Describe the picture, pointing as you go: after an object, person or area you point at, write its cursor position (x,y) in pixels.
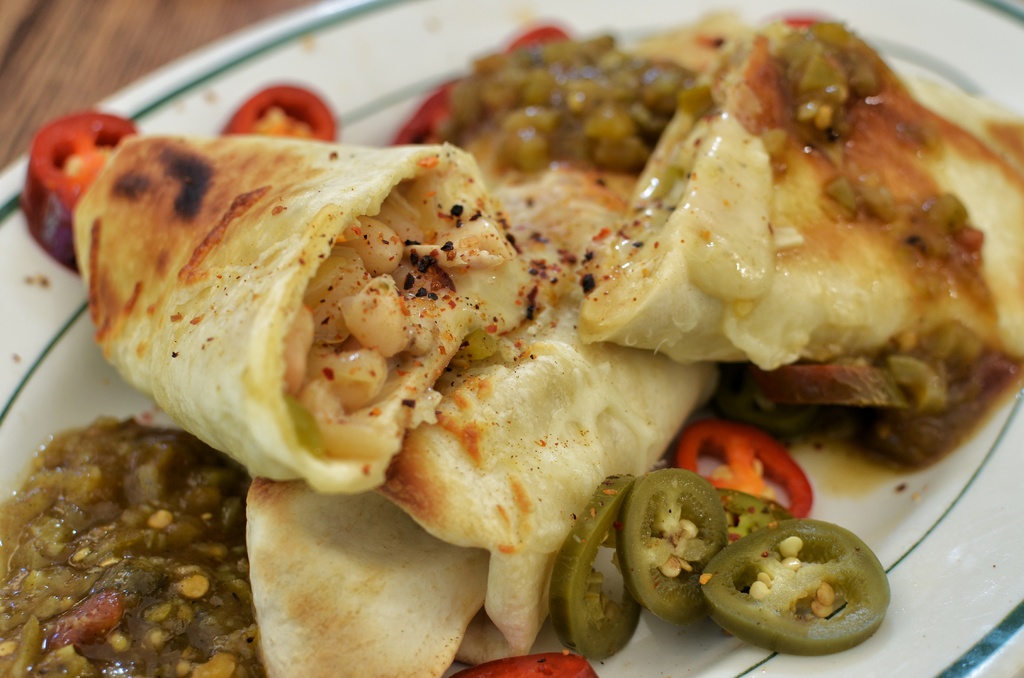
In this image there is a table (102,92), on that table (183,13) there is a plate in that plate (1009,576) there is a food item (542,336).
